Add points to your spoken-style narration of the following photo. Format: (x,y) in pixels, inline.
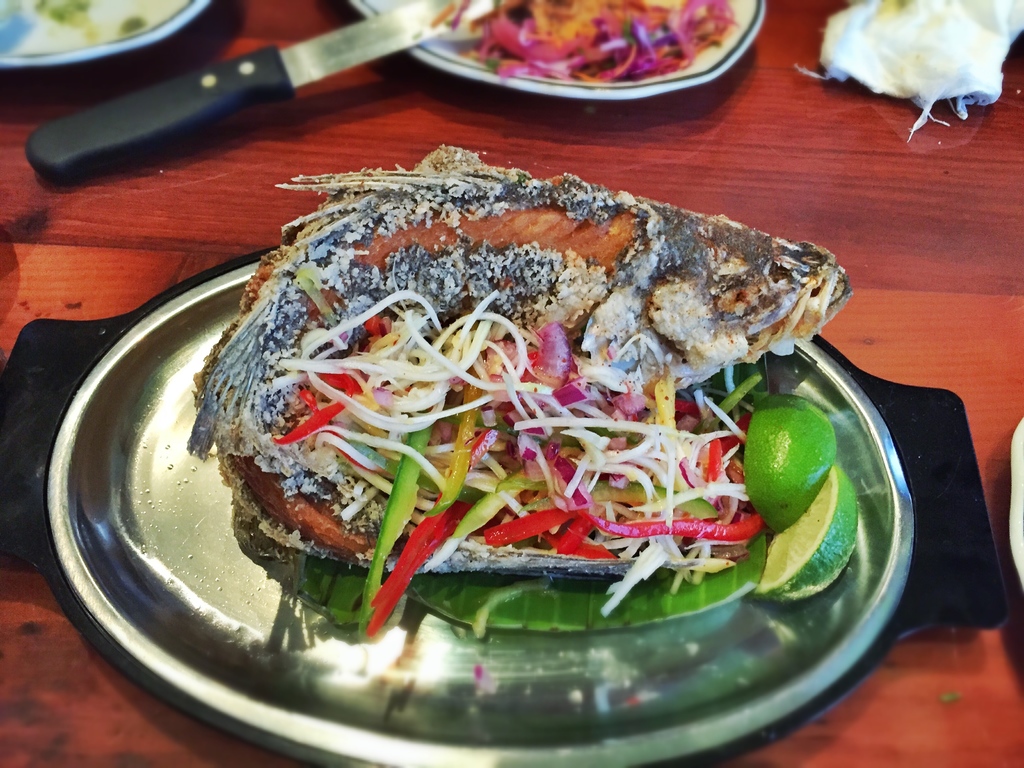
In this picture we can see a knife (349,53), plates (511,38) with food items (713,430) on it, some objects (932,61) and these all are placed on the wooden surface (126,195).
